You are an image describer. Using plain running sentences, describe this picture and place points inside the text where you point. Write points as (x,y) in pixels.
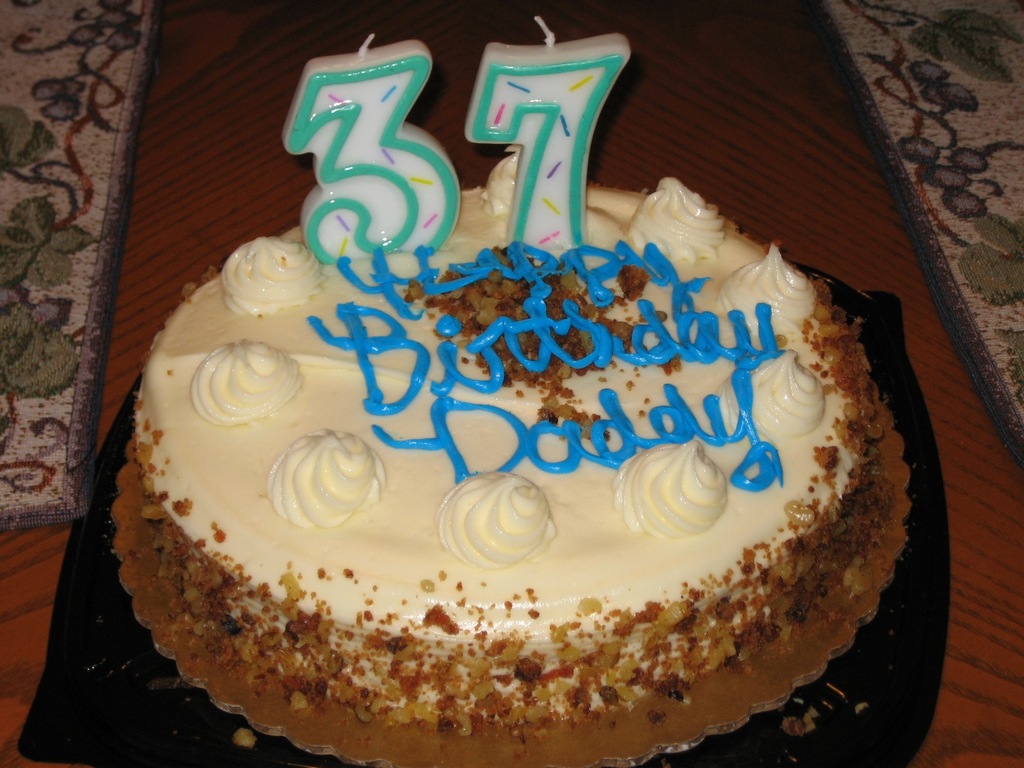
In this picture I can see a cake (437,444) with couple of candles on it and looks like couple of clothes (917,188) on the table (786,195).
